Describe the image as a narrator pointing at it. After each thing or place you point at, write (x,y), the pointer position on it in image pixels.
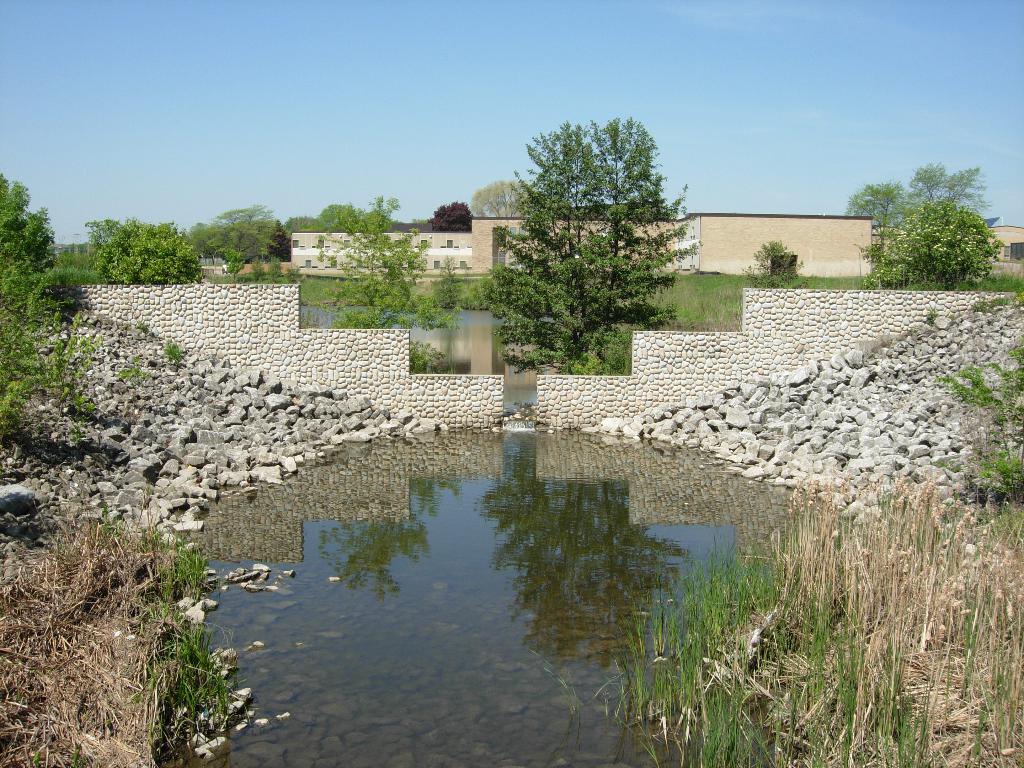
Here we can see water (341,513), rocks (145,468), grass (691,656) and plants (7,352). Background (850,257) there are buildings (443,251) and trees (643,221). Sky (475,131) is in blue color.
